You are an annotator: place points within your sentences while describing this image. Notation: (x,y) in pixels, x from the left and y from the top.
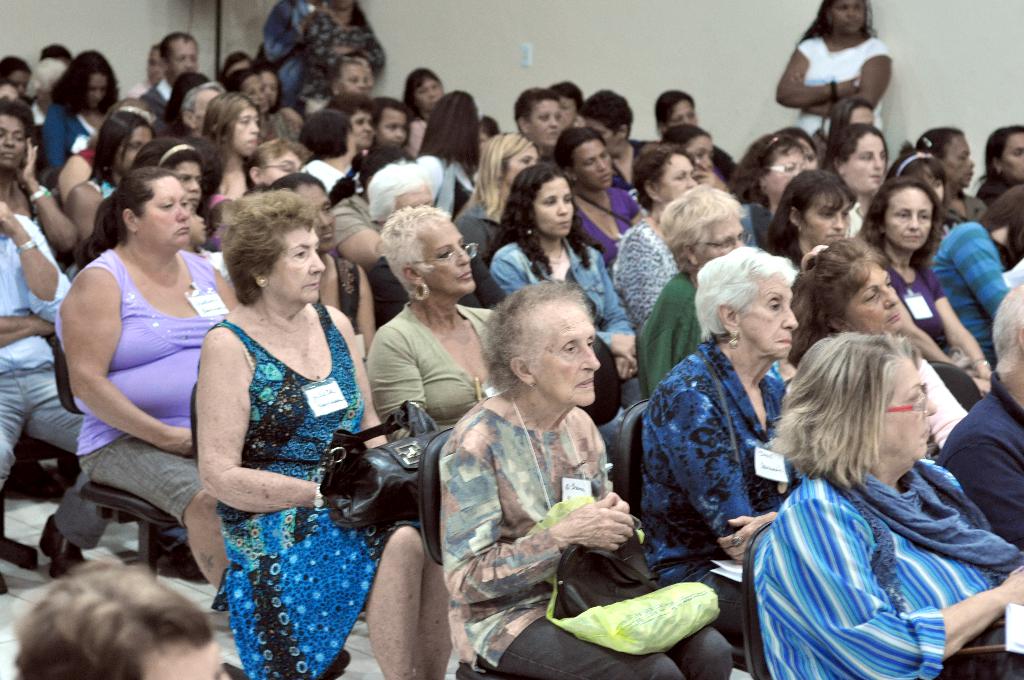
In this picture I can see in the middle (648,303) a group of people (446,419) are sitting on the chairs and looking at the right side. At the top (293,14) two persons (342,38) are standing near the wall (722,87).
